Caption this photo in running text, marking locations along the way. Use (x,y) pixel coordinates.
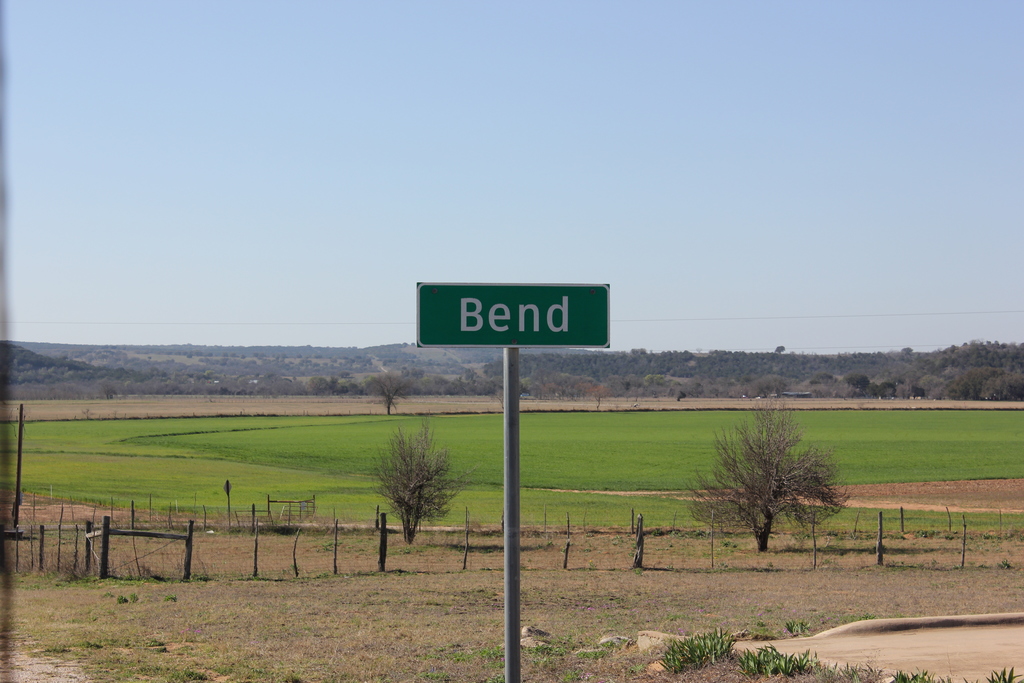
In this picture we can see a pole (512,558) and a board (519,320) in the front (498,319), we can see two trees (736,495) and grass (540,472) in the middle (644,445), in the background (746,392) there are some trees (432,393), we can see wooden sticks (87,563) in the middle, there is the sky (526,98) at the top of the picture (438,67).
